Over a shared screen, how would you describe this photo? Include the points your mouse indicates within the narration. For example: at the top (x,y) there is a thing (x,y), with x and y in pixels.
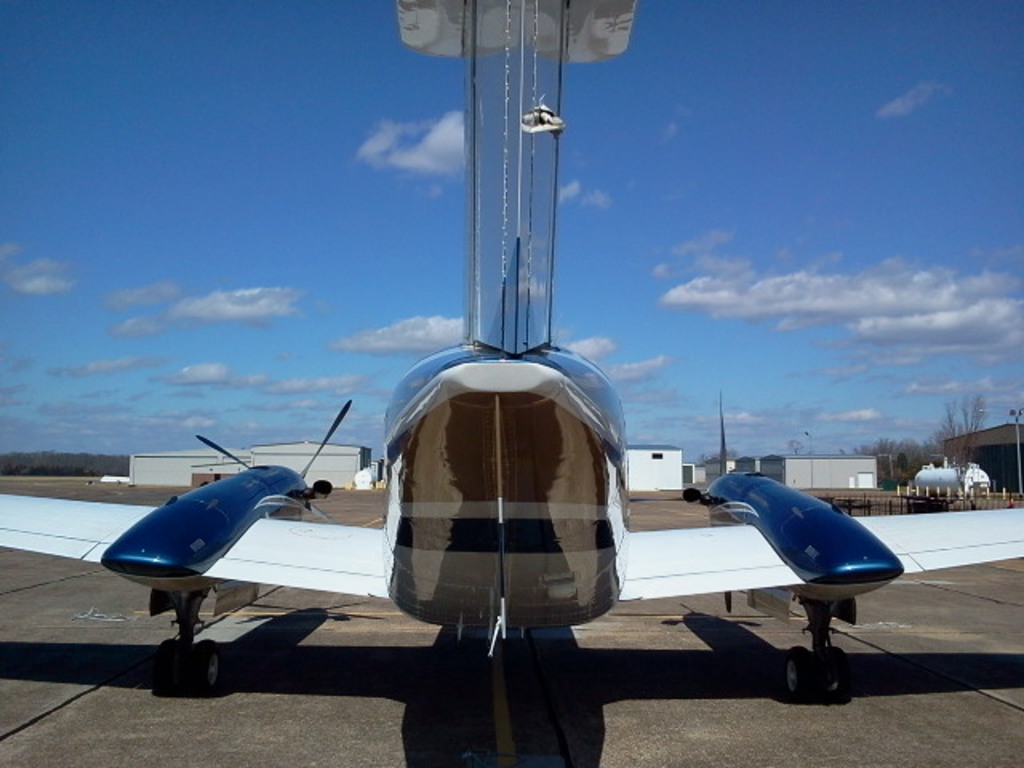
This is a picture of an airplane (552,540), on runway (246,710). In the background (289,460) there are buildings (786,468) and trees (58,466). Sky (713,437) is clear and it is sunny.
